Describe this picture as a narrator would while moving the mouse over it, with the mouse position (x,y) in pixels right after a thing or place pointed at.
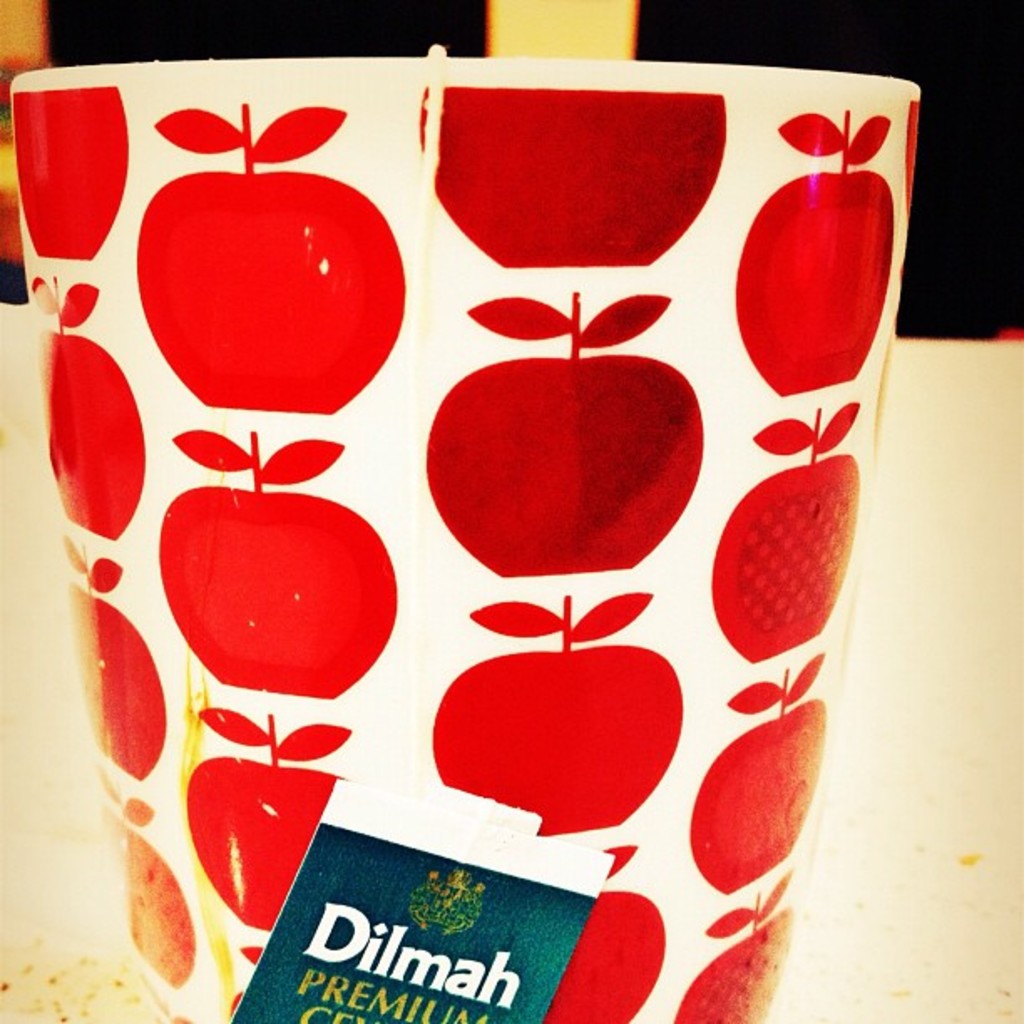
In the image there is a cup (448,239) that has apple images (290,328) on it and there is a tea bag (371,853) kept inside the cup (378,542).
